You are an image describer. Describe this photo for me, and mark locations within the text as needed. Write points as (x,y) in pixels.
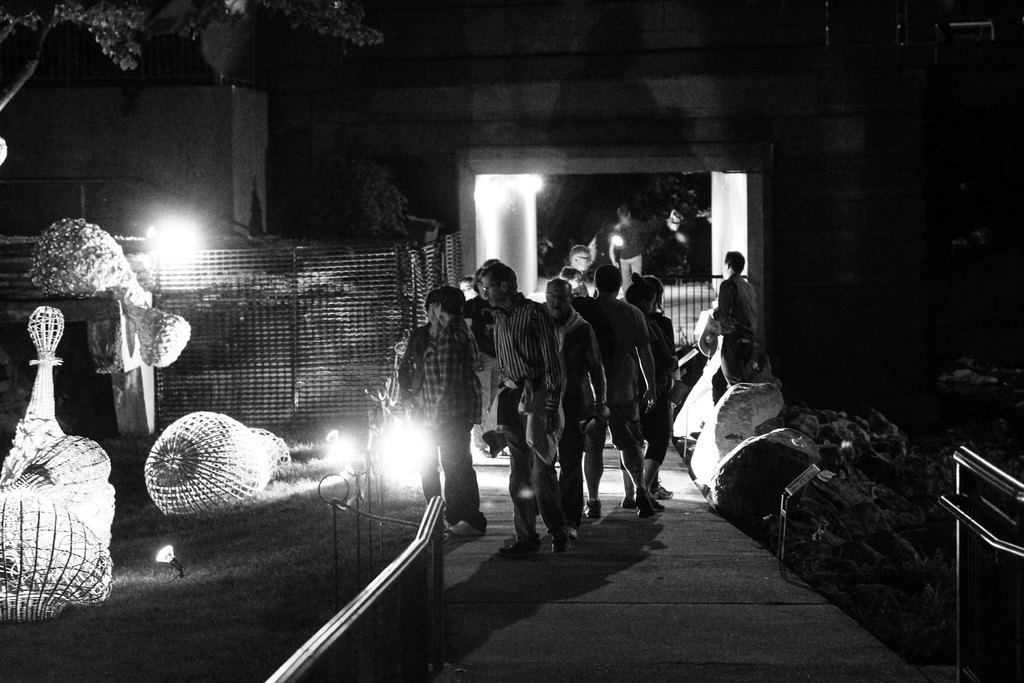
This is a black and white image. In the middle of the image (503,398) there are few people (587,407) standing on a boardwalk (541,635). On both sides of it, I can see the railings (397,678). In the background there are few lights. On the left side (190,431) there are white color objects (69,506). At the top of the image (95,16) the leaves (138,25) are visible. In the background (307,189) there is a building (424,122) in the dark.
